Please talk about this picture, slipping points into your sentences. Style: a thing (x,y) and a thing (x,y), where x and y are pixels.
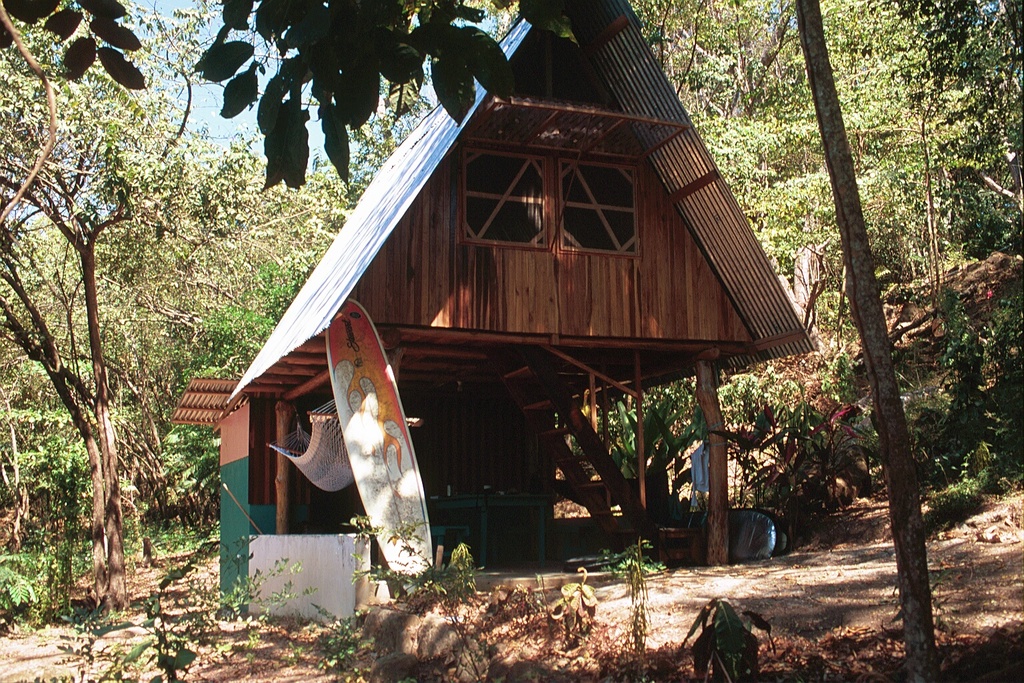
In this image there is a hut (645,375) having a swing (280,453) attached to the wooden trunks (287,471). Before the hut (342,292) there is a surfboard (418,557). Background (23,445) there are few plants (53,548) and trees (151,283).
